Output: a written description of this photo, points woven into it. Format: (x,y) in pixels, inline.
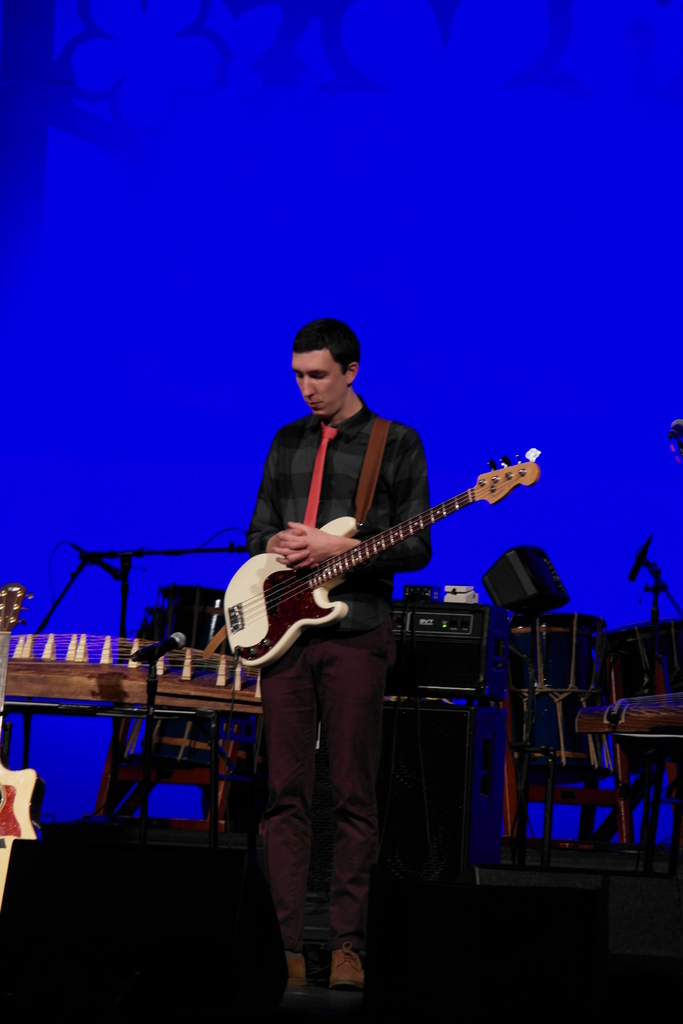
In the center of the image (281,478) there is a man (285,899) standing and holding a guitar (305,622) in his hand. In the background (578,695) there are drums (580,646), speaker (519,603) and a mic (153,656).
